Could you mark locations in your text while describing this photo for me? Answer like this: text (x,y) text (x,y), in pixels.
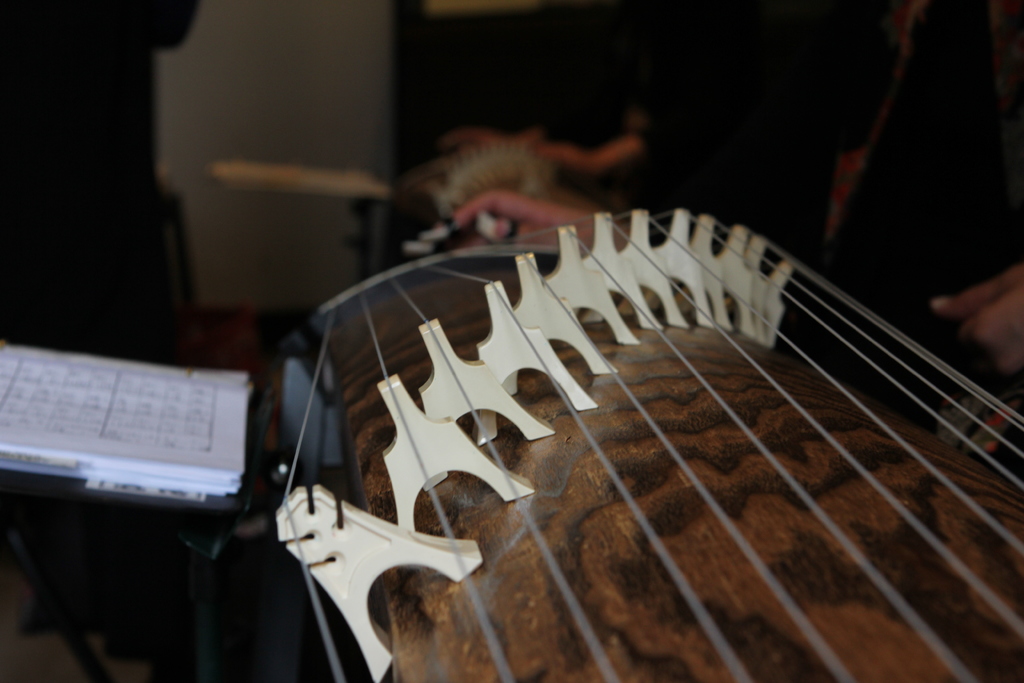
In the image in the center (504,368) there is a book (154,371) and one musical instrument (592,403). In the background (214,182) there is a wall (239,135) and few other objects (609,143).
